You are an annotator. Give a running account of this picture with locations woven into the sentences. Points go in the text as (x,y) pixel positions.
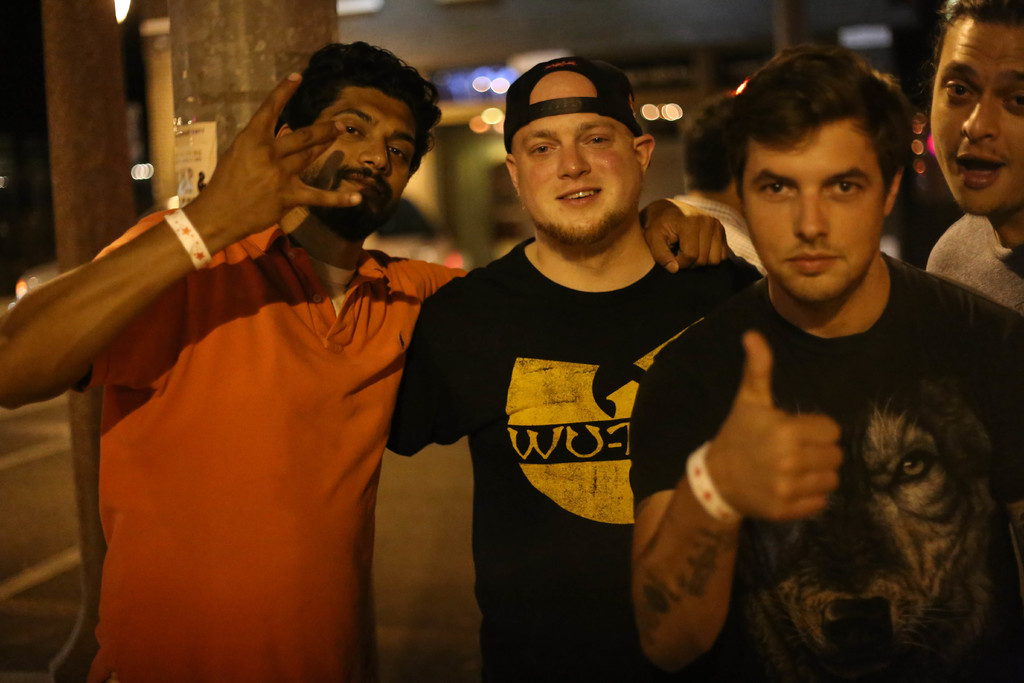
In this image we can see a group of people (614,331) standing on the ground (37,526). On the left side of the image (106,238) we can see some poles (105,126) and a vehicle (16,302) parked on the ground (19,466). In the background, we can see some lights (878,34).
